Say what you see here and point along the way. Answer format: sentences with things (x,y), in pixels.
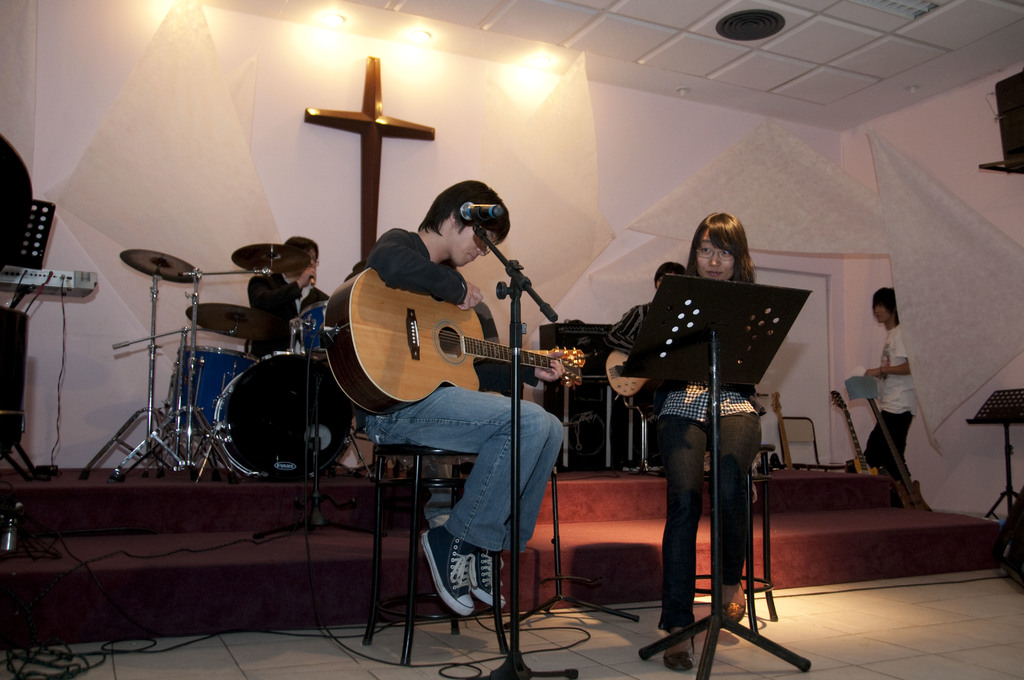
In this picture that a group of people (391,257) sitting, among them one person (500,201) is playing the guitar (466,372), the woman (715,229) beside him was looking ahead. The person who is sitting near drum set (210,396) is playing the drums (186,351) and there are some lights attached in ceiling (346,25).
